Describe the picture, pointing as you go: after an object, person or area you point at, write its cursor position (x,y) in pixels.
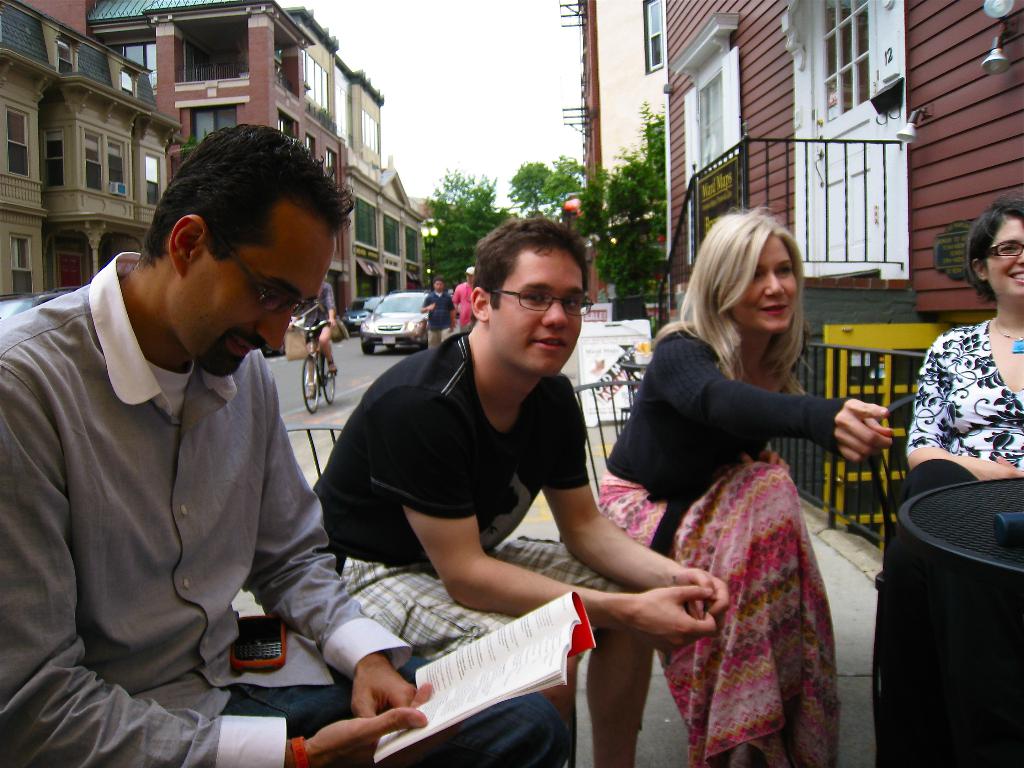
In this picture I can see some vehicles (376,325) are on the roadside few people (570,506) are sitting on the chairs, around I can see some buildings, trees (647,278).
